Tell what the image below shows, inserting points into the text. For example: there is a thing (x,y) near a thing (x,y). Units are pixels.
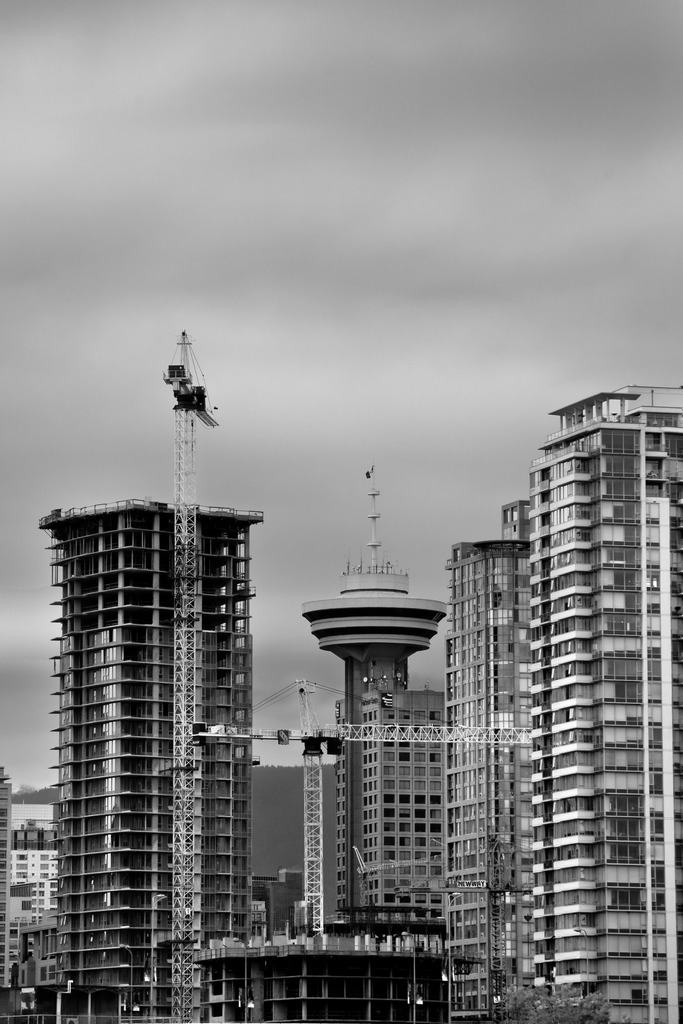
In this image I can see towers (353,645) and at the top (314,276) I can see the sky (490,237).
